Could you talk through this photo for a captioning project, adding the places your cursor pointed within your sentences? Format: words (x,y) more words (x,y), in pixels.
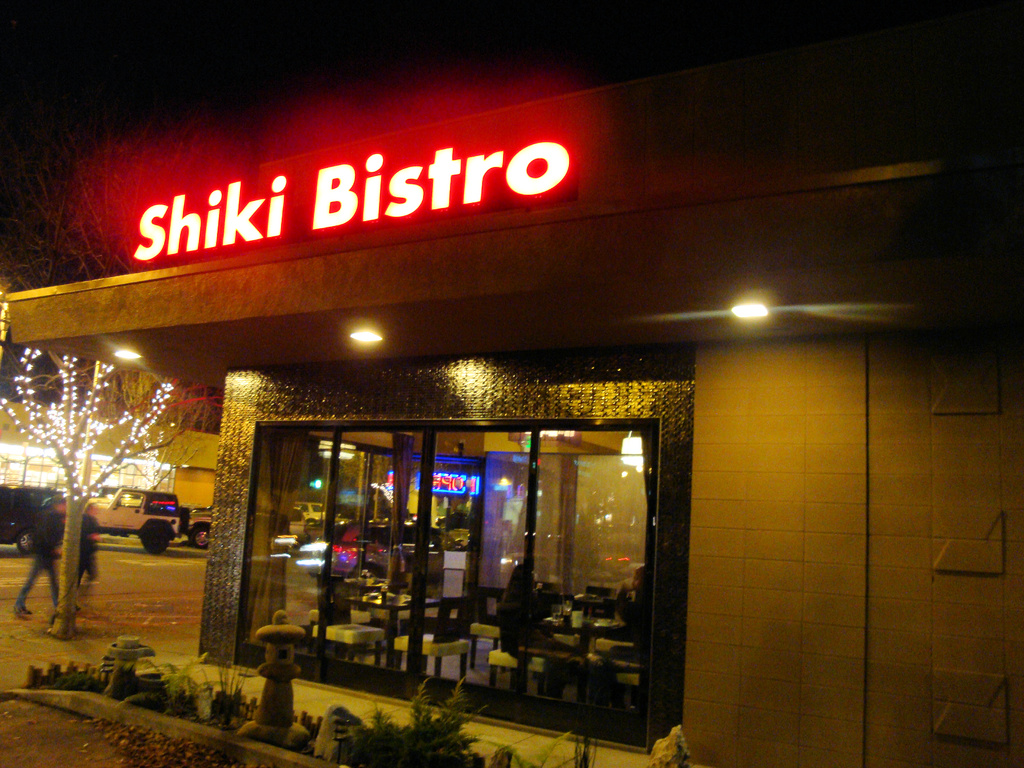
In this picture I can see buildings (347,430) and I can see couple of them (53,535) walking on the sidewalk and I can see few vehicles (128,511) on the road (114,558) and I can see few plants (406,727) and few lights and I can see a tree (72,589) and I can see lights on the tree (76,531) and a board (341,179) on the building (351,257) with some text (251,201) and I can see few chairs (493,634) from the glass (492,600).
